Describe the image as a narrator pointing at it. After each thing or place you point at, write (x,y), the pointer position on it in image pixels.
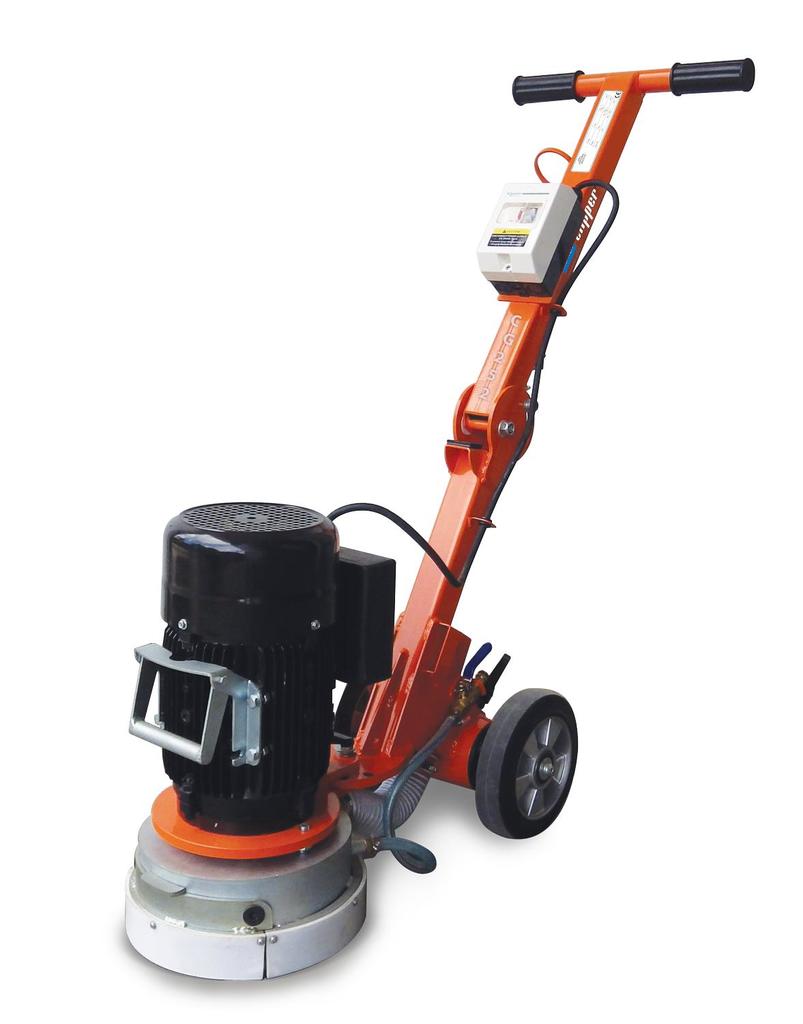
It is a machine (504,323) in orange color. It has wheels (522,754) too.
